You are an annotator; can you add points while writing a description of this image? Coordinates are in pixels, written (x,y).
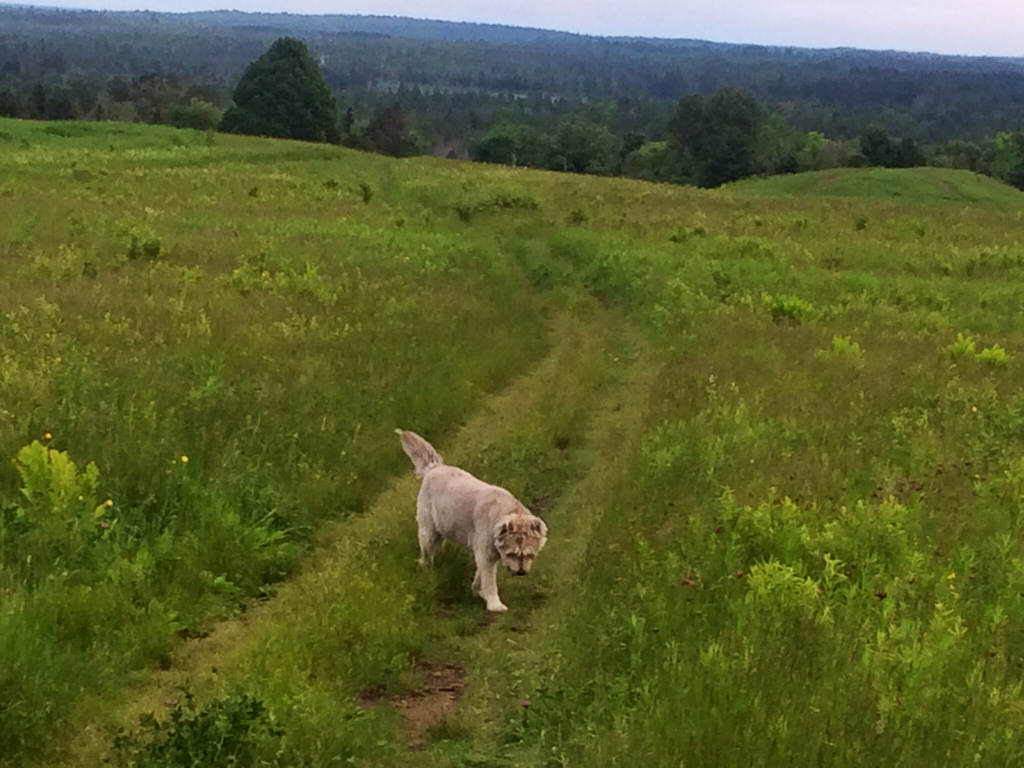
In this image in the center (502,497) there is a dog (470,530) and in the background (374,345) there is grass (597,297) on the ground (435,294) and there are trees (496,52).
